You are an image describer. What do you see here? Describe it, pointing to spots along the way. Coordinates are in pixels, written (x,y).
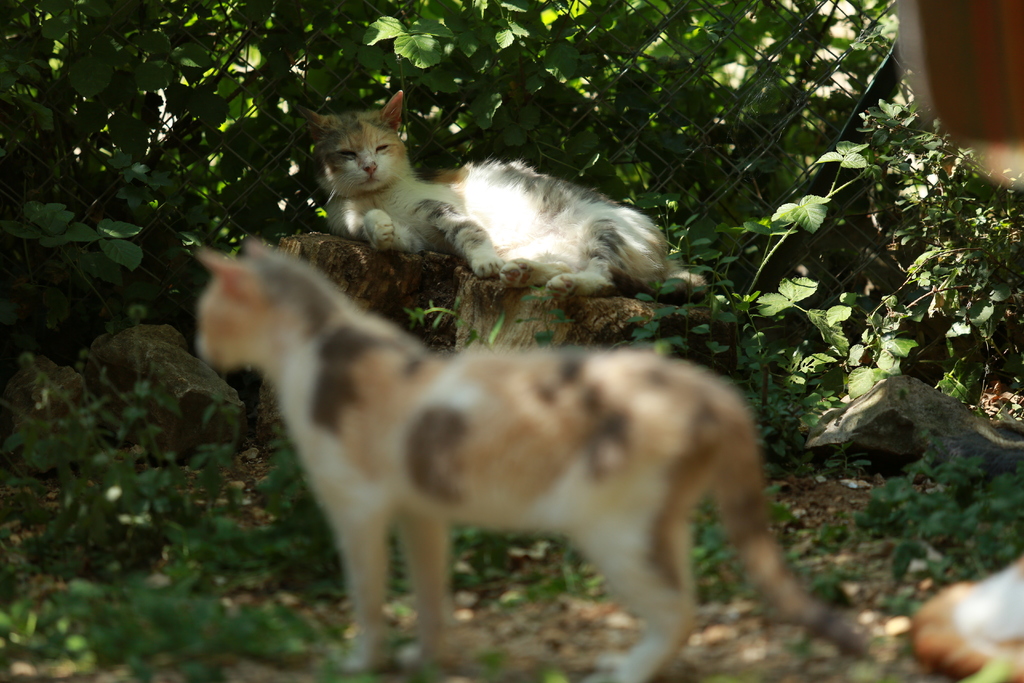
In this picture we can see a cat (387,434) standing on the ground (393,646). Behind the cat (343,422), there is another cat (424,214) lying on the wooden log (371,258). Behind the cats (397,212), there are trees (361,79) and wire fencing (498,79). On the left (128,376) and right side of the image (866,393), there are rocks (884,429) and plants (979,555).
